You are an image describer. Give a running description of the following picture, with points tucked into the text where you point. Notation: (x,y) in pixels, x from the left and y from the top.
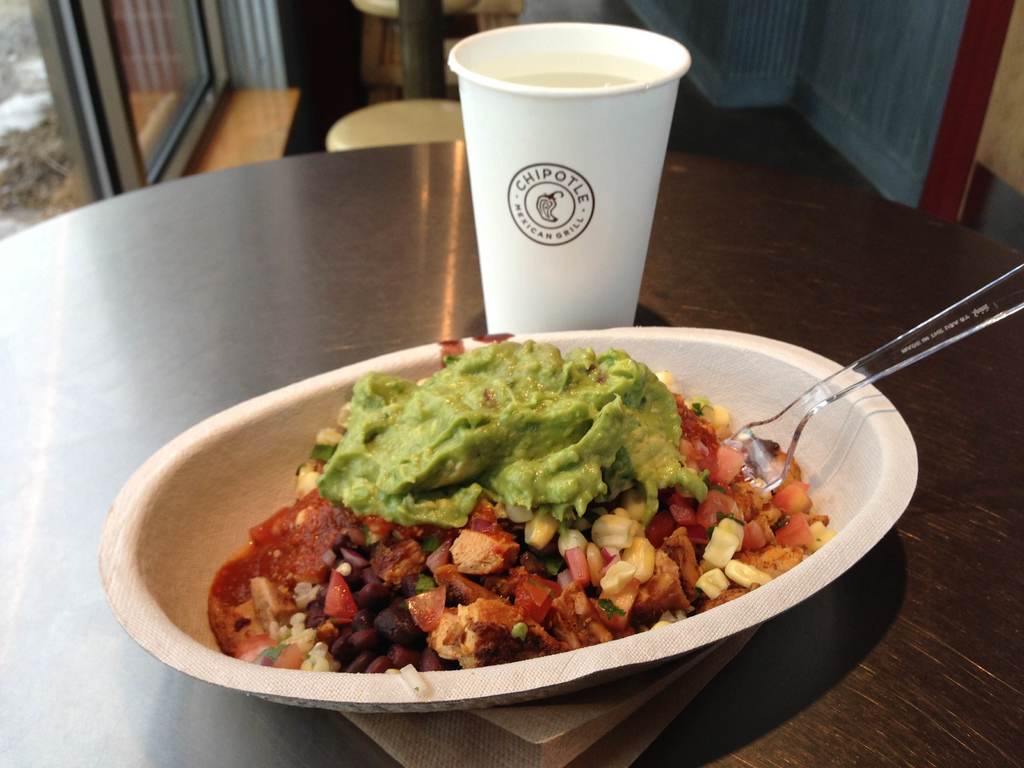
In this image at the bottom (944,523) there is one table (6,334), on the table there is one bowl (873,529) and in that bowl (873,511) there is some food (676,459) and one fork (804,421) beside the bowl (733,368) there is one cup (478,172). And in the background (251,58) there is a window (155,69), chairs (407,82), wall (693,52) and some objects (360,69).
